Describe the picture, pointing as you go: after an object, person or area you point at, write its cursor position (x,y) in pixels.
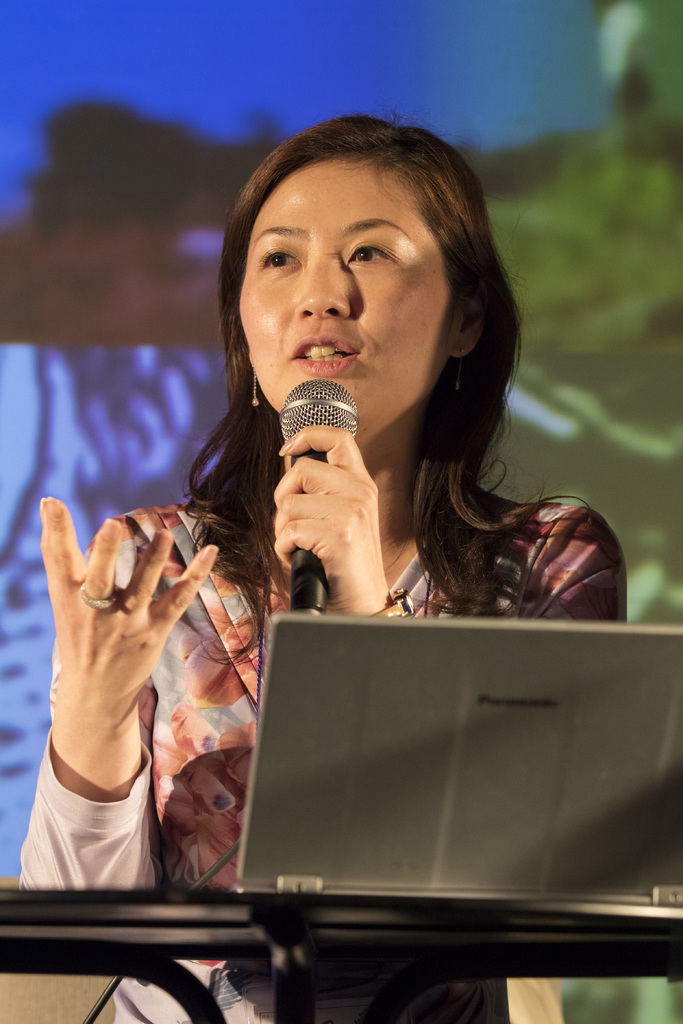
In this picture there is a woman (280,164) standing in front of the table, she is explaining something in the mic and there is a laptop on the table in front of the woman (290,138) and it seems to be a portrait (311,125) behind the woman (240,198) in the image, she is explaining something in the mic (350,423) by showing her actions.
